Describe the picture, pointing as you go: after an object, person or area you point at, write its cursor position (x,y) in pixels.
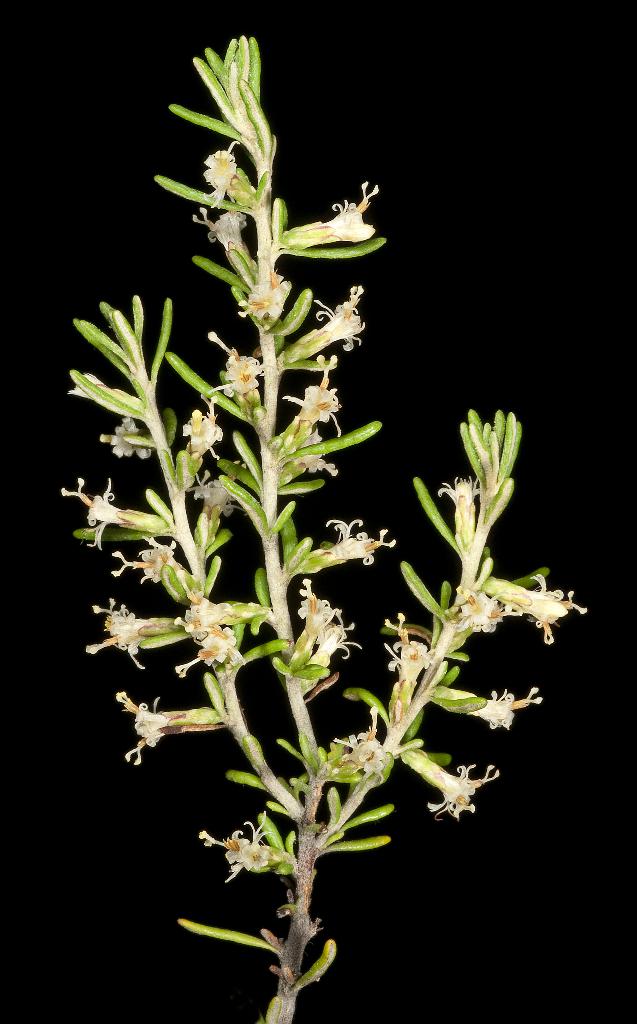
In this image we can see a plant (330,955) and flowers (237,385). There is a dark background (121,997).
